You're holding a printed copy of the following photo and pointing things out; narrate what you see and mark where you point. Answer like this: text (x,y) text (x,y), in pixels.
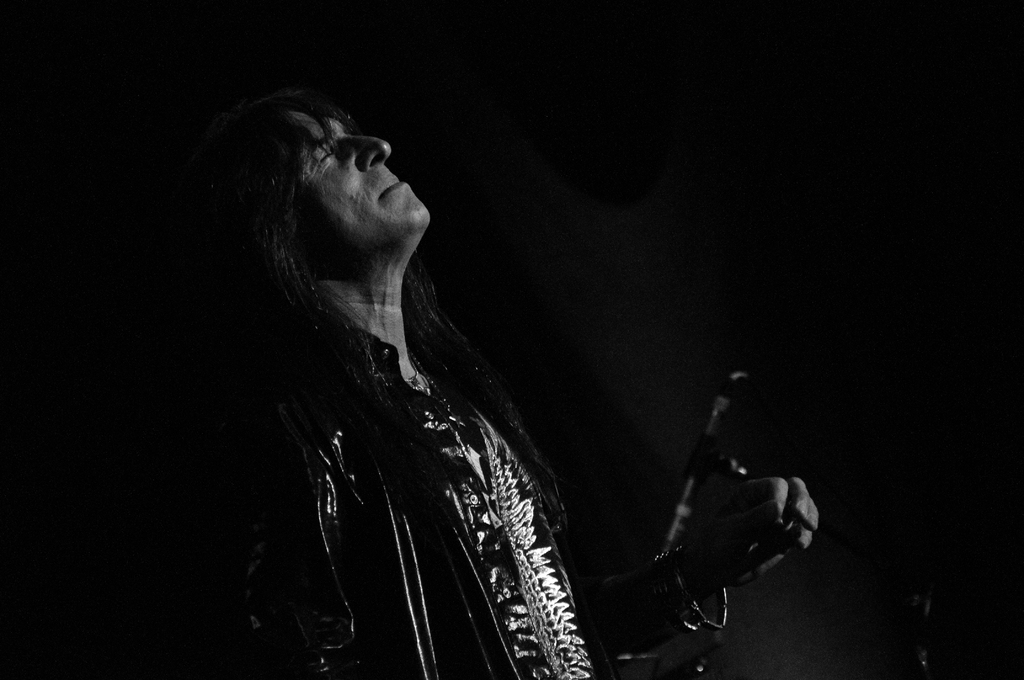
This is a black and white pic. We can see a man (388,506) is standing and in the background (732,676) the image is dark and there is a stand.
